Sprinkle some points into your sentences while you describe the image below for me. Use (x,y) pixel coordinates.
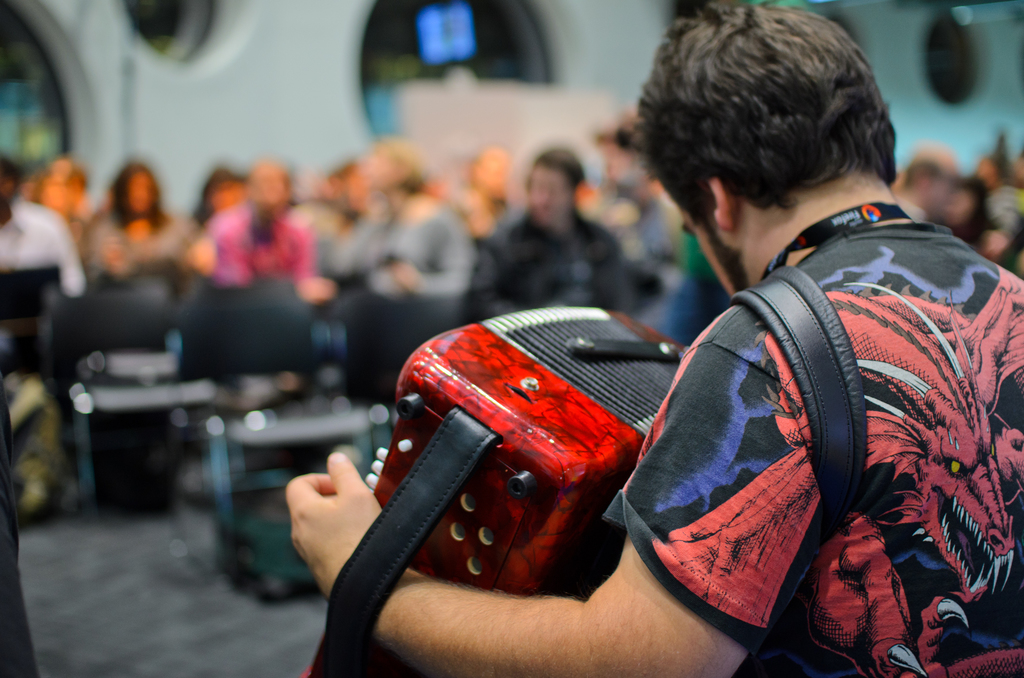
There is a person (806,494) holding an accordion (526,452) and playing it. In the background (257,227) it is blurred and there are some people (439,255).
